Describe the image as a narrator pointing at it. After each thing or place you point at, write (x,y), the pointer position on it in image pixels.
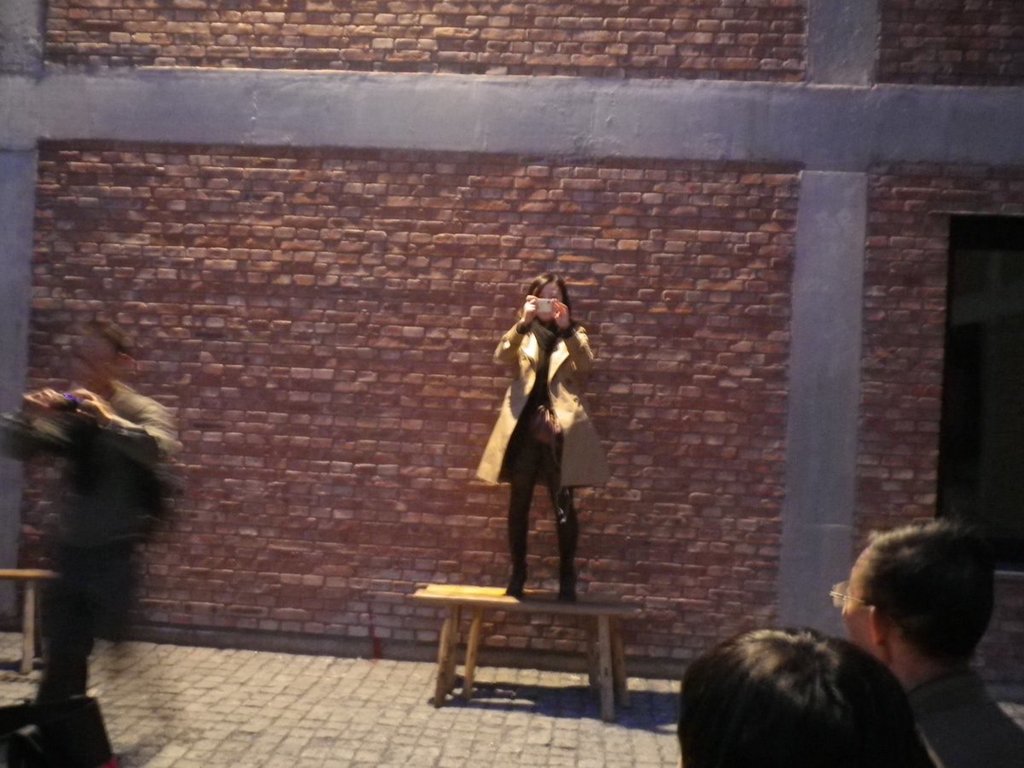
In this image, I can see a person (529,459) holding an object (542,304) and standing on the table (450,664). At the bottom of the image (761,748), I can see the heads (825,705) of two persons (807,714). On the left side of the image (77,572), there is another person (90,550) holding an object (76,392). In the background (198,237), there is a wall (610,389).
